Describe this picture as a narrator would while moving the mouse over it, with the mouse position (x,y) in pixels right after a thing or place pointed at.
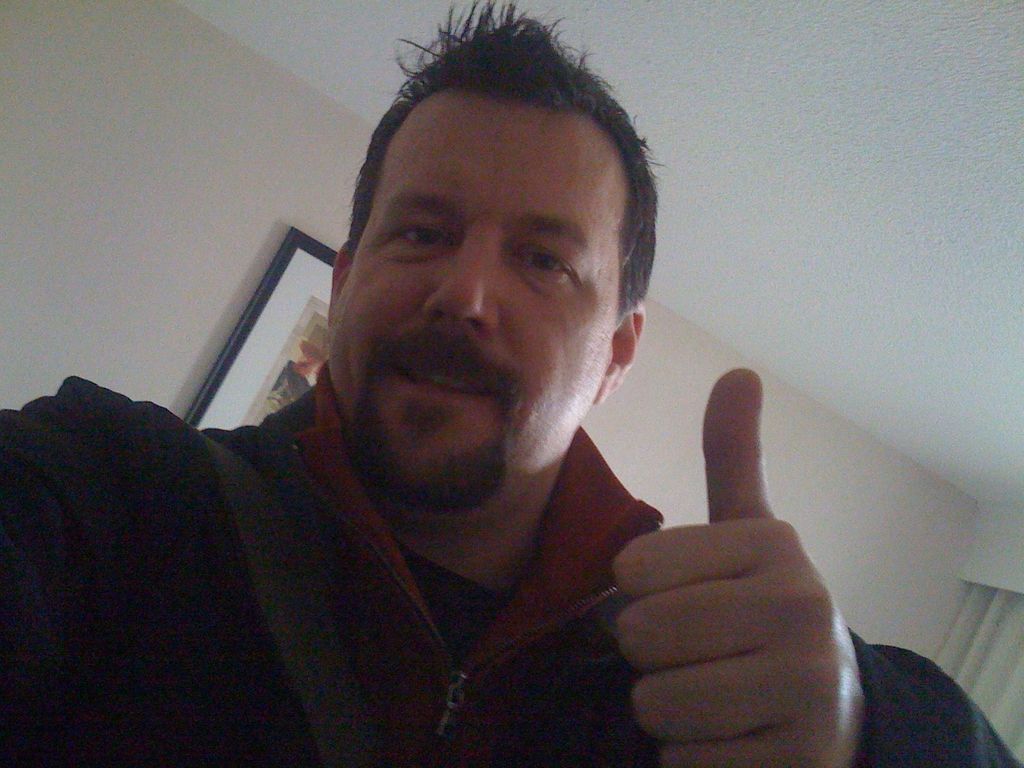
In this image we can see a man (454,566) and there is a photo frame (302,354) on the wall (326,230) and a curtain (999,657) in the background (992,645).
